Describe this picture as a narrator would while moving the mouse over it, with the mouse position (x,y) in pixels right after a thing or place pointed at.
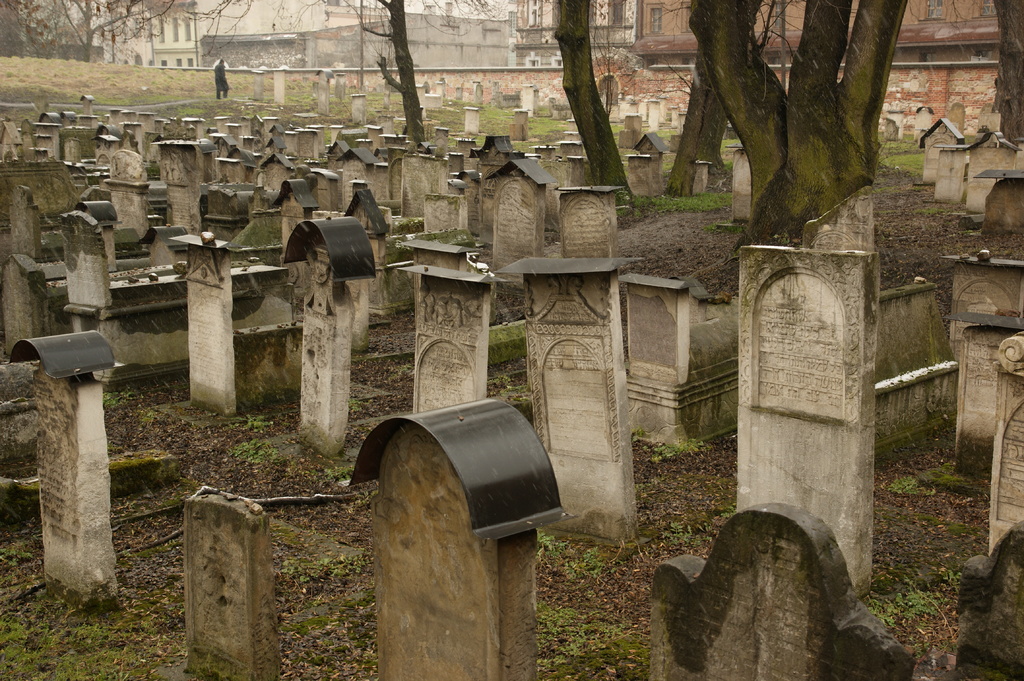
In this picture I can see many graves (542,230). In the background (999,10) I can see the buildings (494,44), poles (362,31) and trees (394,37). At the top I can see the sky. In the top left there is a man (224,62) who is standing near to the grave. At the bottom (568,540) I can see some grass (14,680).
